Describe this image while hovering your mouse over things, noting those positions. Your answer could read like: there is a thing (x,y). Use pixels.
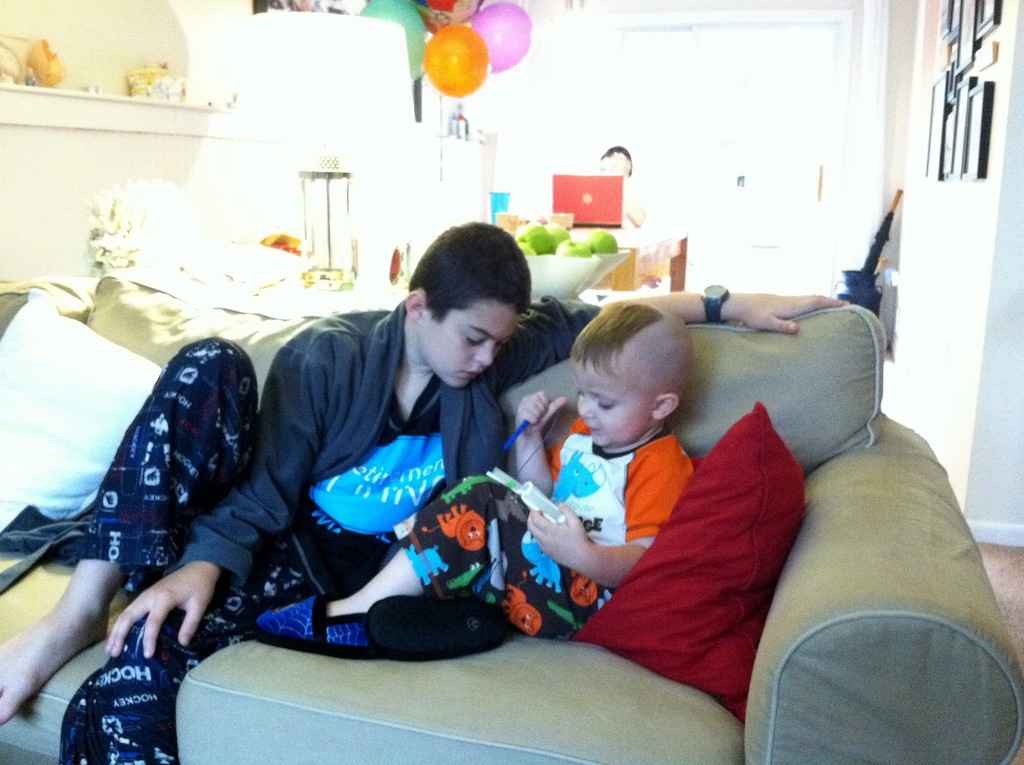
In this image I can see two persons (594,469) sitting on the couch (574,649), the person (575,523) at right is wearing white and orange color dress (672,474) and holding few objects (490,476). In the background (598,213) I can see few fruits (538,241) and few other objects (590,258) on the table (630,237) and I can see few colorful balloons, few frames (978,137) attached to the wall (985,230) and the wall (985,261) is in white color.
